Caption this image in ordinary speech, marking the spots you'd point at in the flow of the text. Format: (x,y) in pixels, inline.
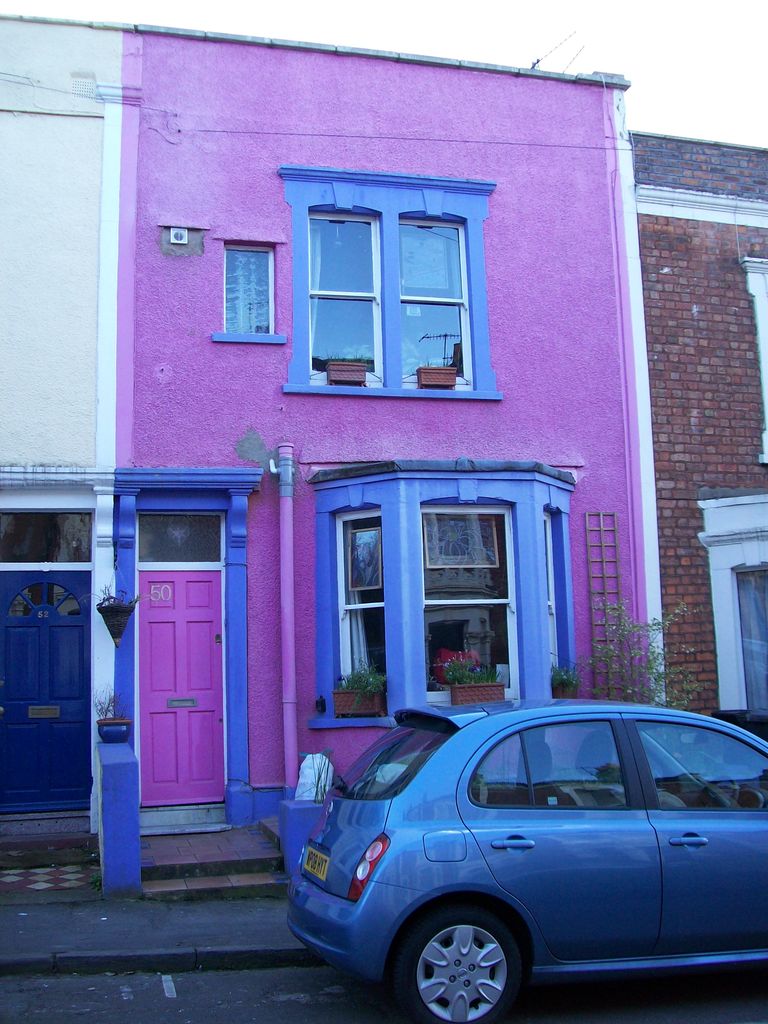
In this picture we can see a vehicle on the road (287,980) and in the background (196,886) we can see buildings (201,896), house plants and some objects (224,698).
